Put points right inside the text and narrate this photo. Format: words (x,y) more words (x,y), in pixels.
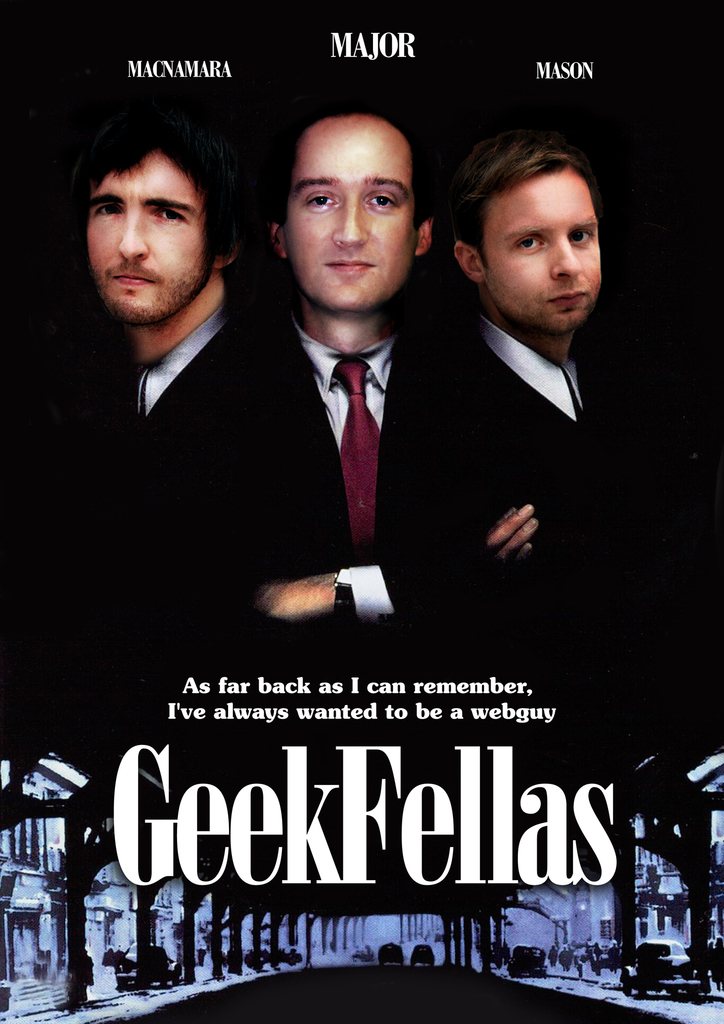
In this image we can see a poster (347,728) with text (295,774) and images (341,523).
